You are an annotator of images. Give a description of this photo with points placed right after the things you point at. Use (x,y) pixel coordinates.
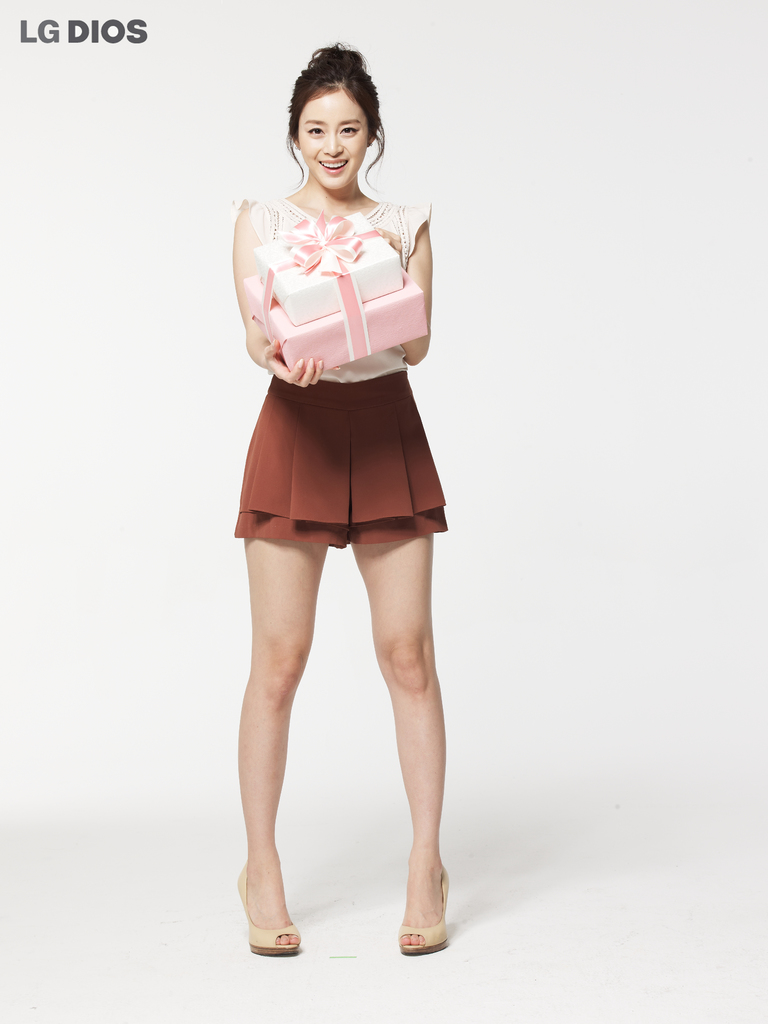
In this picture there is a woman (415,909) who is wearing white shirt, brown shorts (319,494) and creams shoes (423,930). She is holding a gift (367,268) and she is smiling. In the top left corner (57,39) there is a watermark (57,25).
